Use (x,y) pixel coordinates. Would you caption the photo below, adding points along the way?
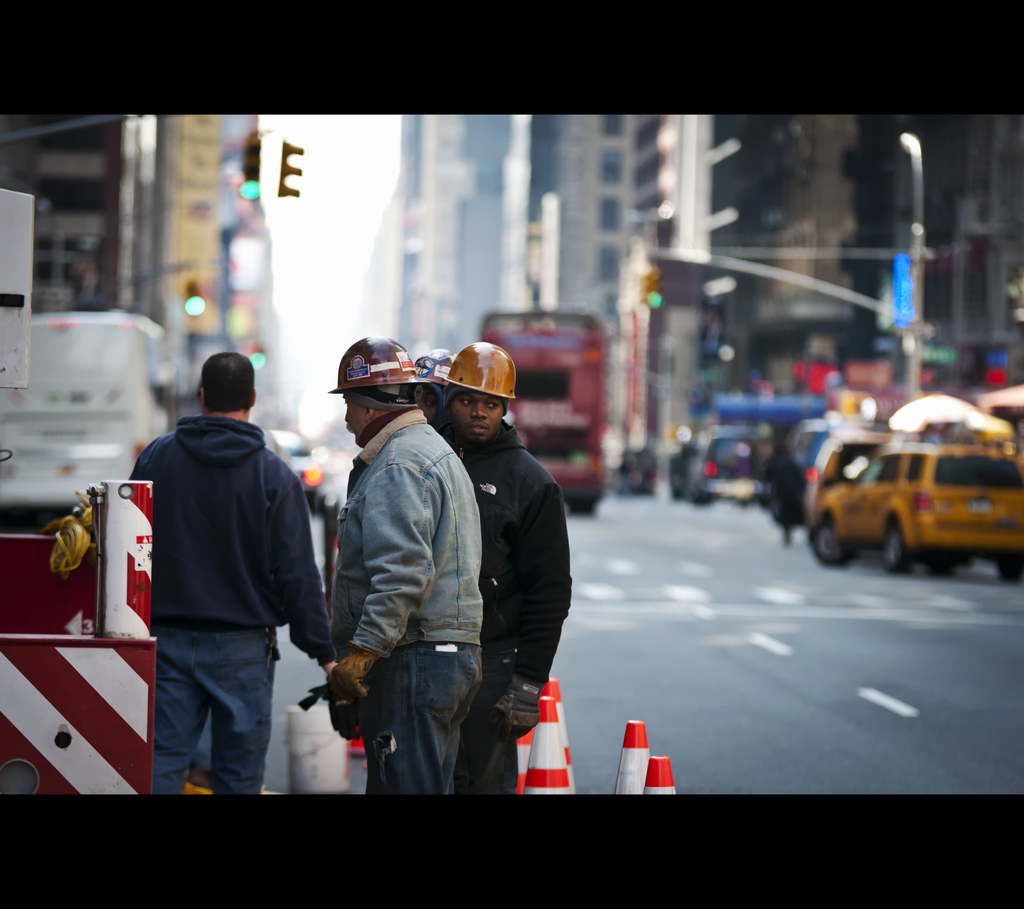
In this image in the front (257,503) there are persons (265,520) standing and there are stands (558,743) which are red and white in colour. In the background (960,485) there are vehicles (873,512) moving on the road (569,730) and there are buildings (735,305) and there are poles (825,288). On the left side (119,674) there is an object (84,676) which is red and white in colour.
